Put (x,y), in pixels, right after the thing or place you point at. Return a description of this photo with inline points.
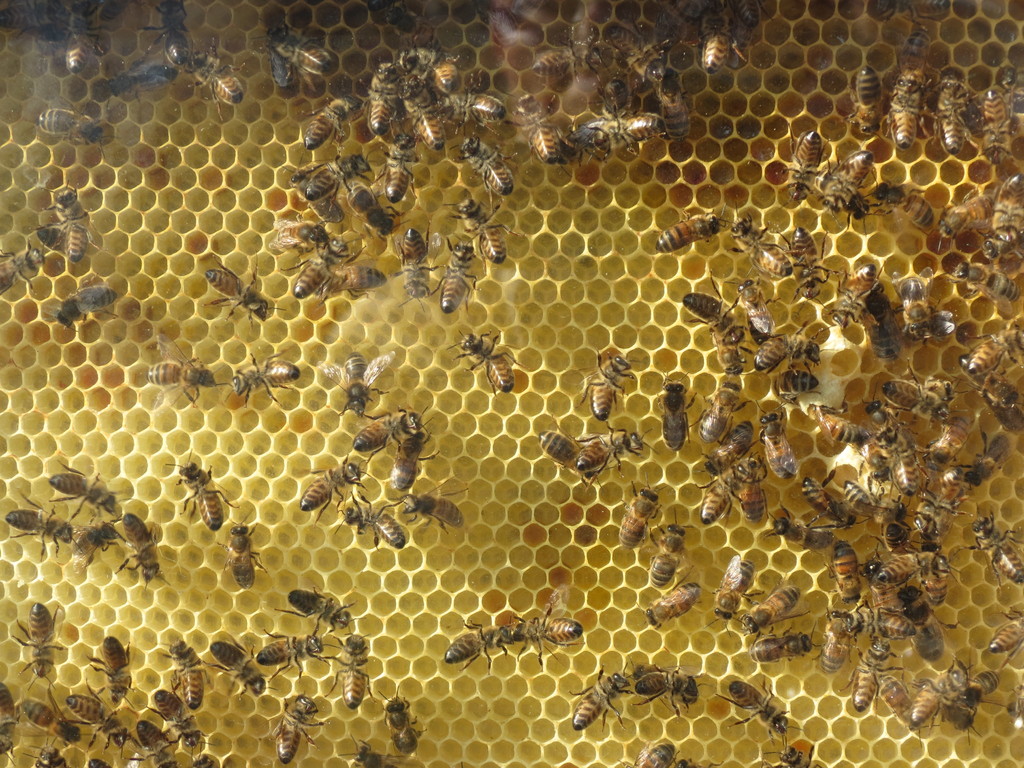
In this image we can see the insects (757,332) on the beehive (503,427).
